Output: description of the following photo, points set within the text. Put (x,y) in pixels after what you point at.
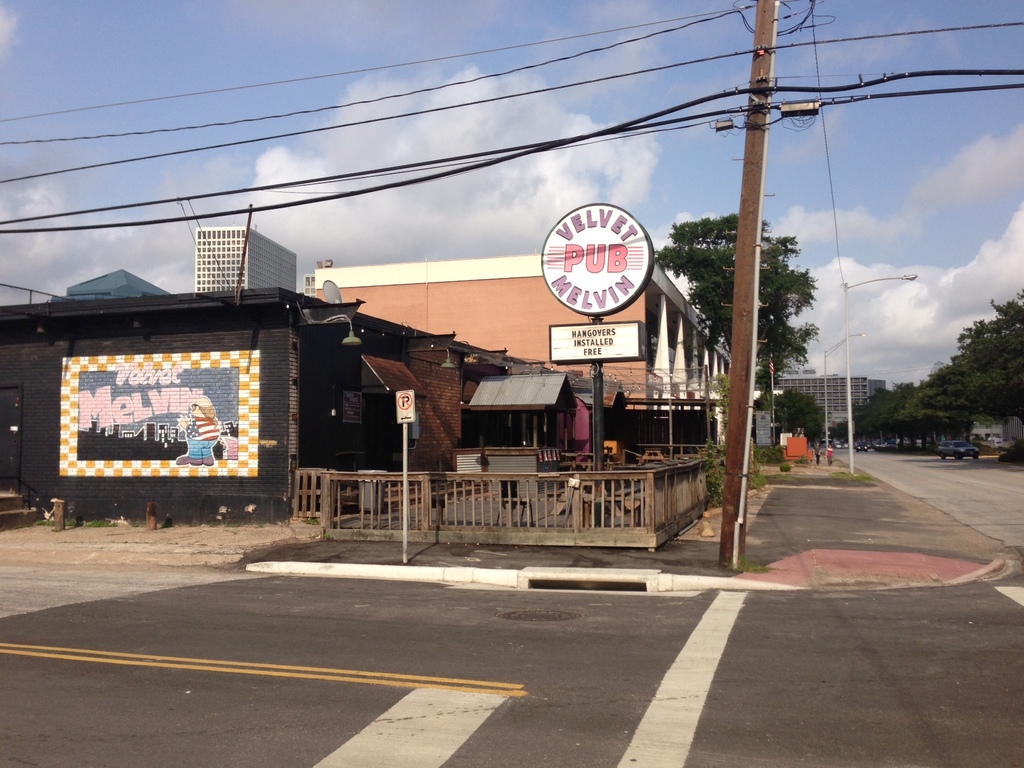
This image is clicked on the road (617,668). In the front (488,392), we can see the buildings (422,375). It looks like a pub (291,324). In the middle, there is a pole (726,551) along with wires (608,134). At the top (374,109), there are clouds (464,124) in the sky (218,97). On the right (946,398), there are trees (932,391).
